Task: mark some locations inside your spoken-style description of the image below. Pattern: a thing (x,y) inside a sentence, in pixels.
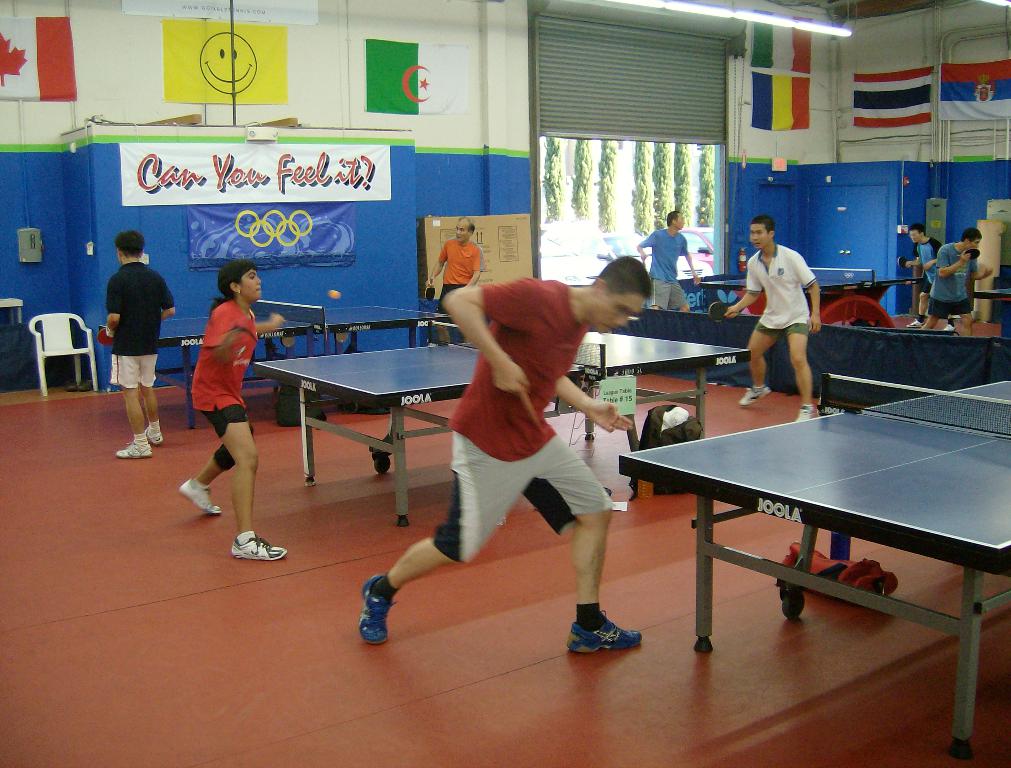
In this picture we can see a group of people (569,338) playing table tennis and aside to that table (709,449) we have bags (658,431) and in background (263,344) we can see chair (42,349), wall (457,164) with poster (318,150), shutter (614,103), flags (782,99).
